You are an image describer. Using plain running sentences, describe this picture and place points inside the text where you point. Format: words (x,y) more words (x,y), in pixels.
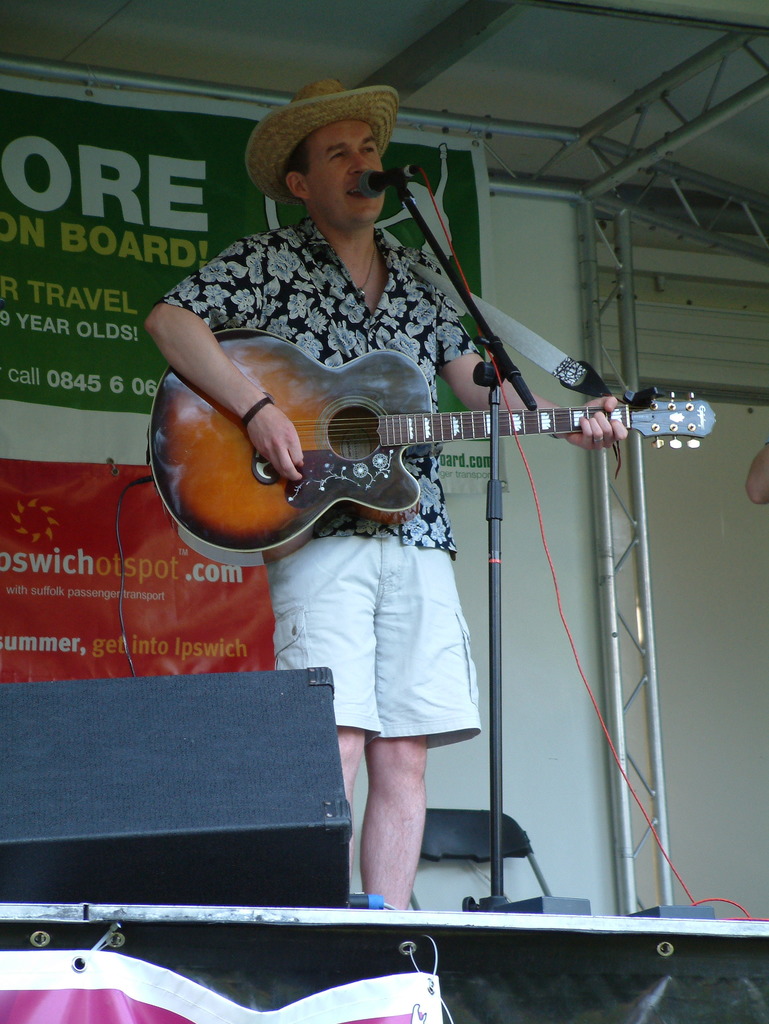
In the picture there is a man (423,560) standing and singing. He is playing guitar (348,429). In front of him there is microphone (389,185) and its stand (502,497). On the dais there is a chair (525,834) and a speaker (263,799). In the background (139,638) there is wall (536,623) and posters (72,436) are sticked on it.
